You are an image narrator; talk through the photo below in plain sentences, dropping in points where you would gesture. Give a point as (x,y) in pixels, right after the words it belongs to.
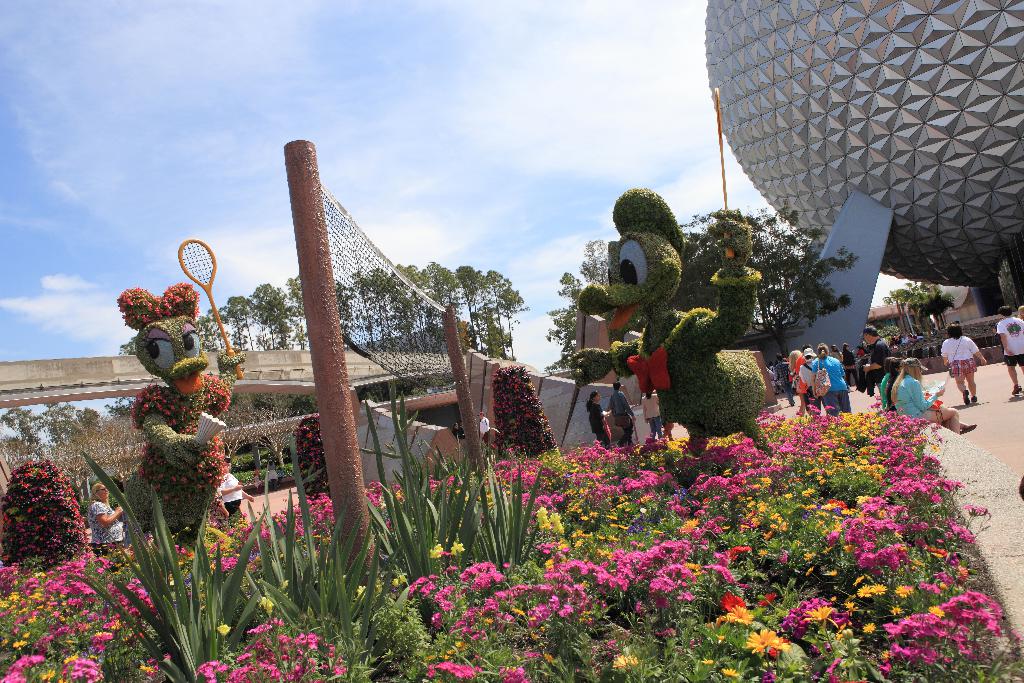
This is an outside view. At the bottom of the image (407,632) I can see some flower plants (608,589). The flowers (645,564) are in multiple colors. In the middle of these plants (376,604) there is a net (409,337). In the background (867,342), I can see few people (953,360) are walking on the ground (993,418) and also there is a building (897,17). On the left side (41,421), I can see some trees (240,331). On the top of the image (166,97) I can see the sky (378,87) and clouds (543,98).
